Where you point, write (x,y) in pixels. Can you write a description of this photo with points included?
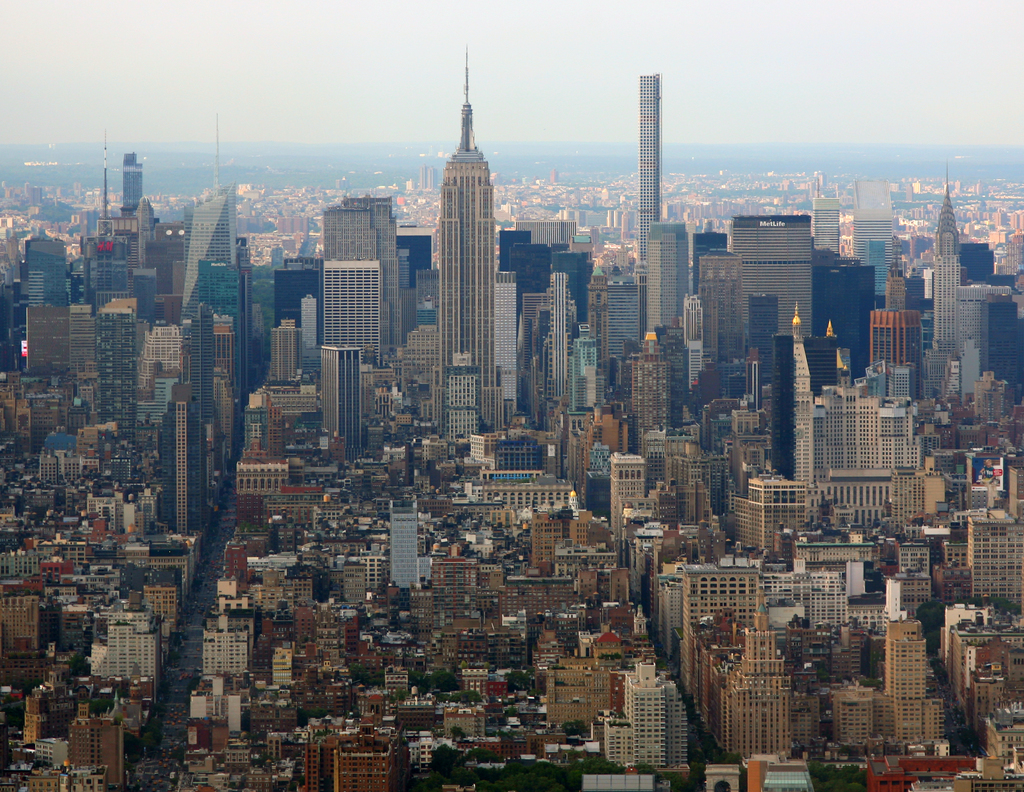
In this image I can see number of buildings (424,228). On the bottom side of this image (460,755) I can see number of trees (447,777).
